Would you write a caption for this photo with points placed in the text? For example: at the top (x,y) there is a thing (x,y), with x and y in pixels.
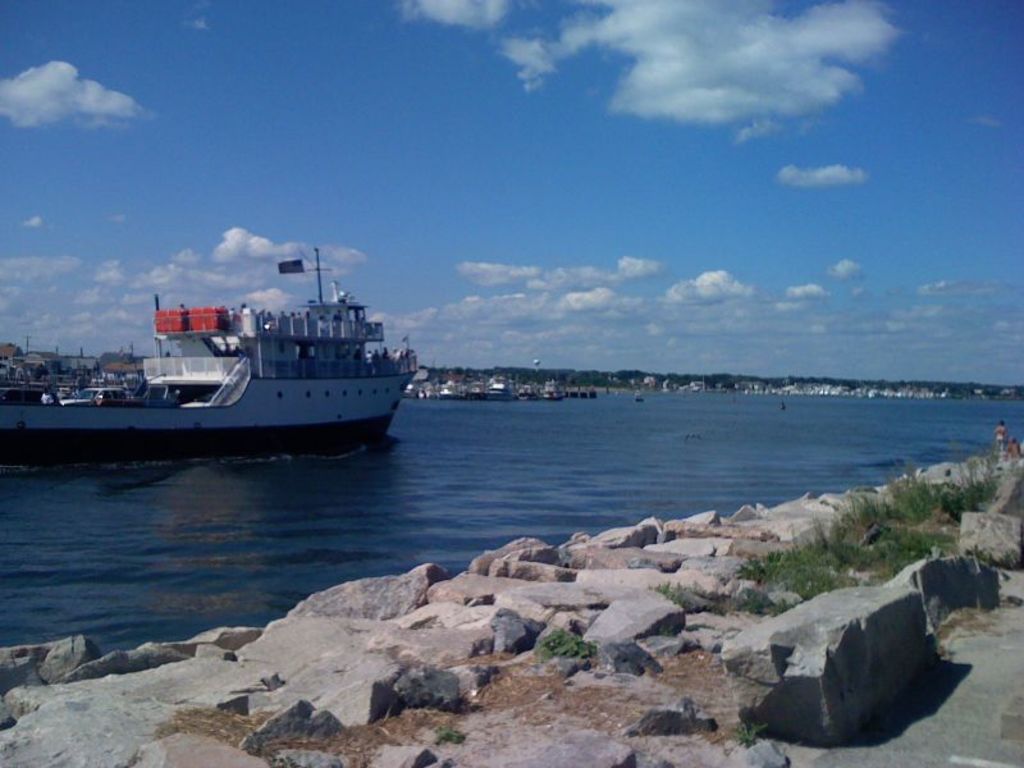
In the foreground of this image (463,647), there are rocks (540,594) side to the road (959,718). In the background (303,575), there is a ship (381,424) on the water (476,453), greenery (581,375), buildings (39,364), sky (446,364) and the cloud (510,326).
